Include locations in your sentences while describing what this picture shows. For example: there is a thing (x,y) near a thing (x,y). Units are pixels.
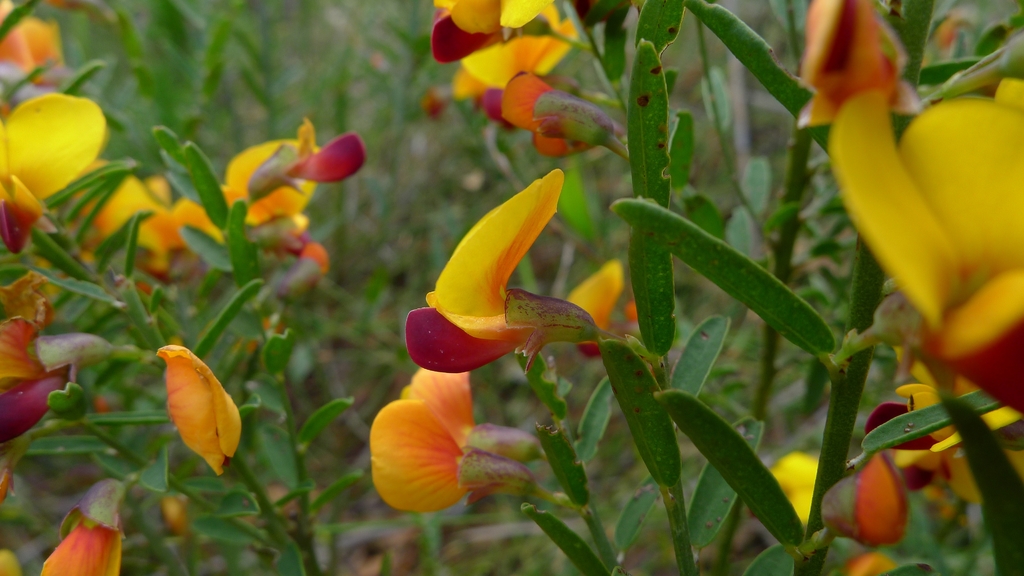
This image consists of flowers (968,146) in yellow color. And we can see many plants (545,511).
